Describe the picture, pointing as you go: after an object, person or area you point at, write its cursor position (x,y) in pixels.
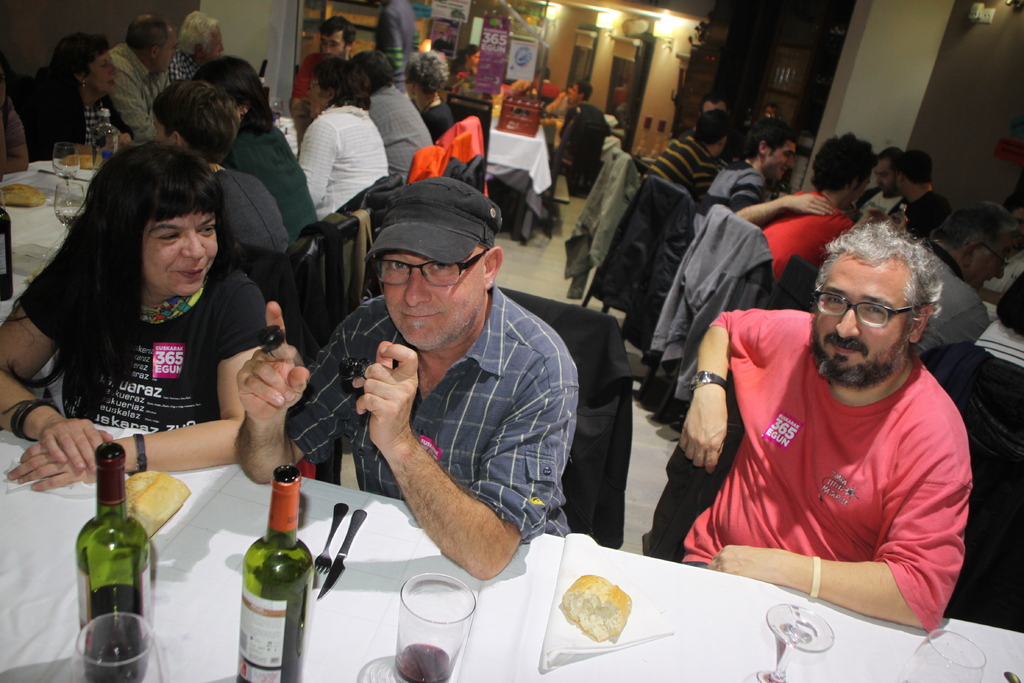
In this image woman (133,291), man (544,499), man (825,568) sitting in chair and in table (81,501) there are bottle (113,602), glass (129,641), fork (323,572), knife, bread (586,620), napkin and background (141,22) there are group of people (831,217) sitting in chair (572,143), lights (601,8).
